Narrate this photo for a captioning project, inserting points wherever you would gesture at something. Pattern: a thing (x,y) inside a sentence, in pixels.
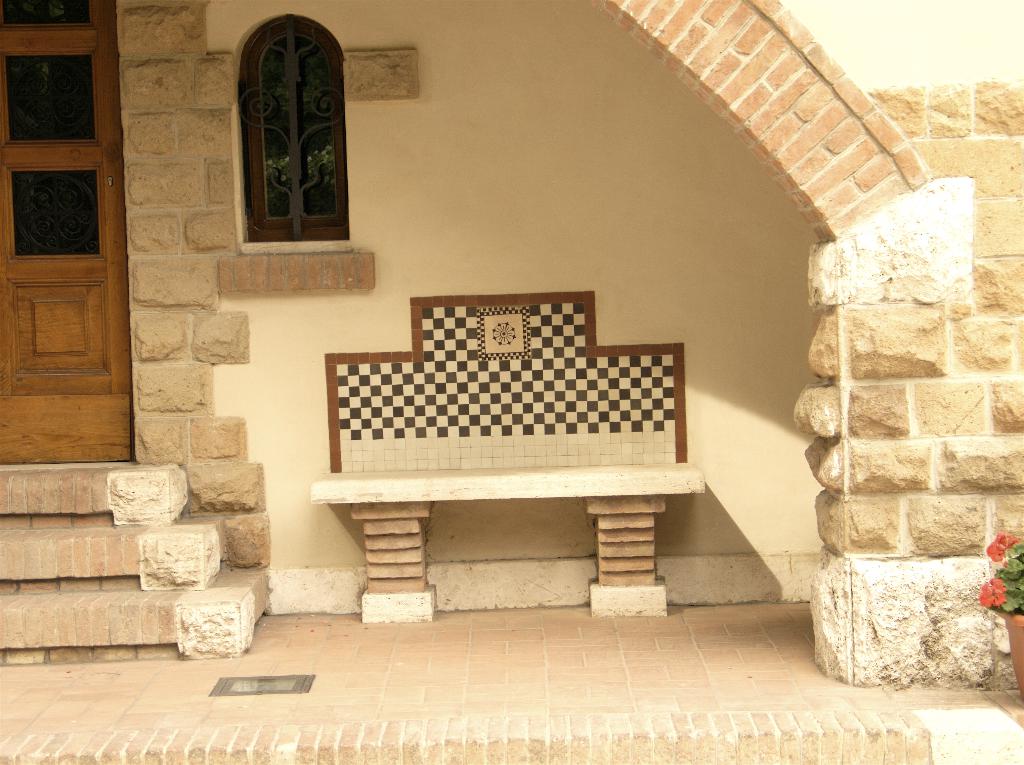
In this image in the front (887,509) there is a wall (950,516) and in front of the wall (976,534) there is a plant (1007,595) in the pot (1019,648). In the background (474,446) there is a bench (461,449) and there is a door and a window (303,184) and there are steps (144,504).
